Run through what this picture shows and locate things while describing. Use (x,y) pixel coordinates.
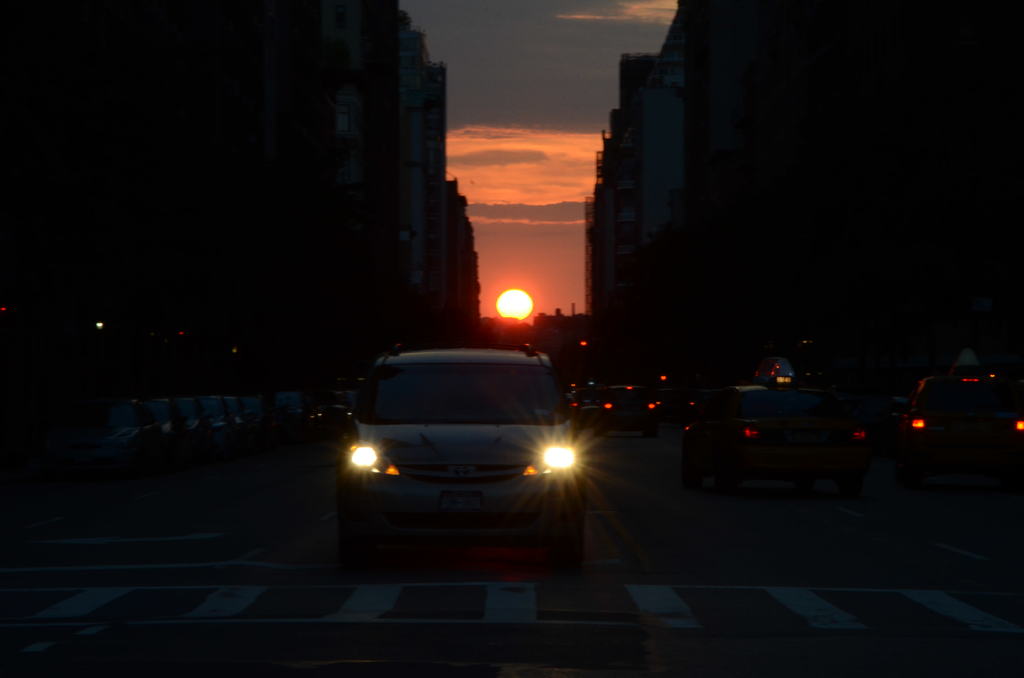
In this image I can see few buildings (883,233), vehicles (691,421), lights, sky (522,119) and the sun (502,307). The image is dark.
